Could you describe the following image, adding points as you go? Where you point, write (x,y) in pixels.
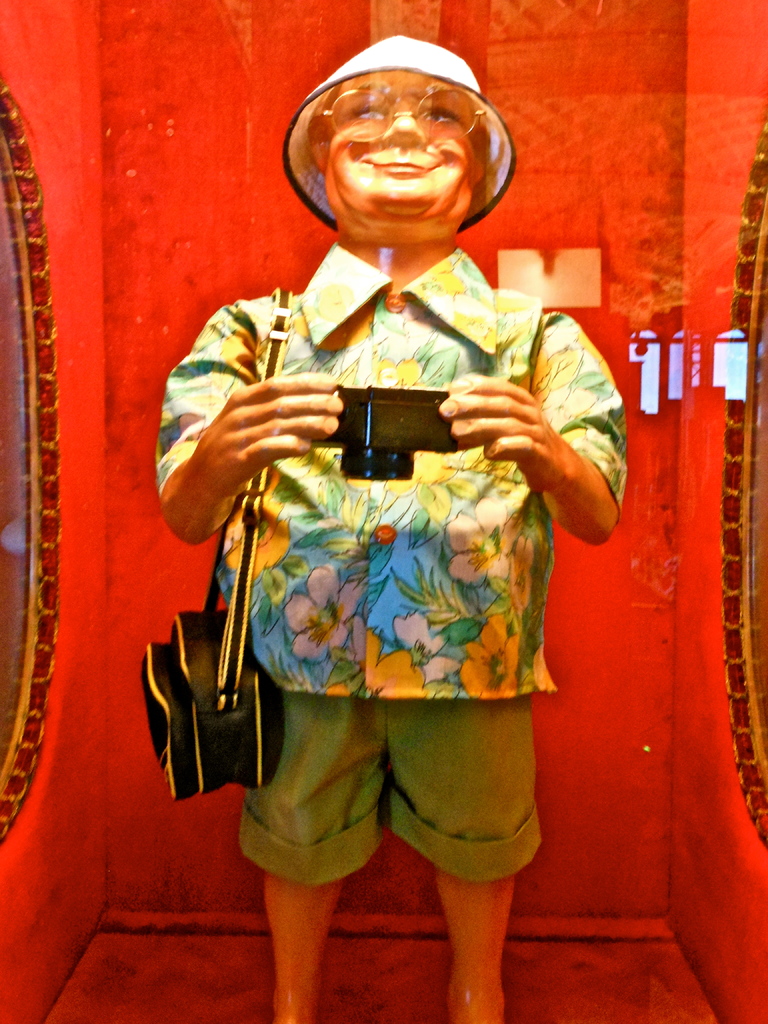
In this image there is a sculpture (411,812) of person (428,744) with hat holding camera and bag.
